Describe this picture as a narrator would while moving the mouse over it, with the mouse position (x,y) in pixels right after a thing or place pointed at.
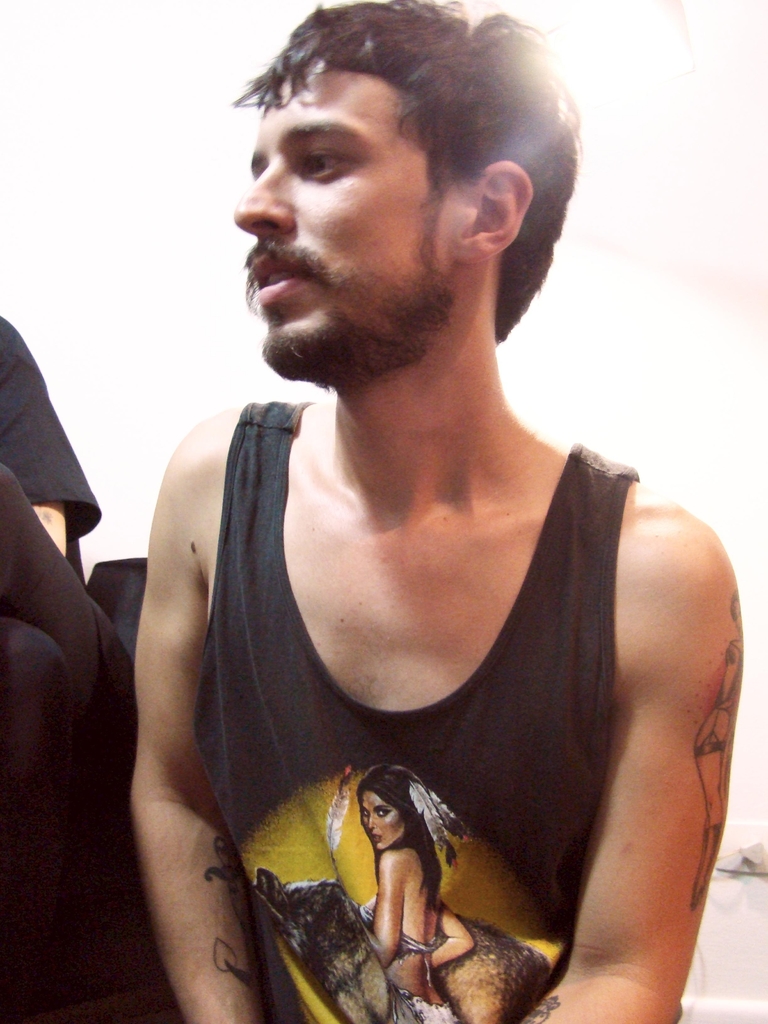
In the foreground of this picture (324,308) we can see a man (413,420) seems to be sitting. In the left corner (62,479) we can see a person (77,600) sitting on an object (120,605). The background of the image (671,433) is white in color. In the foreground (419,908) we can see the depiction of a woman (400,908) and the depictions of some other objects (341,919) on the clothes (551,652) of a man (250,763).
